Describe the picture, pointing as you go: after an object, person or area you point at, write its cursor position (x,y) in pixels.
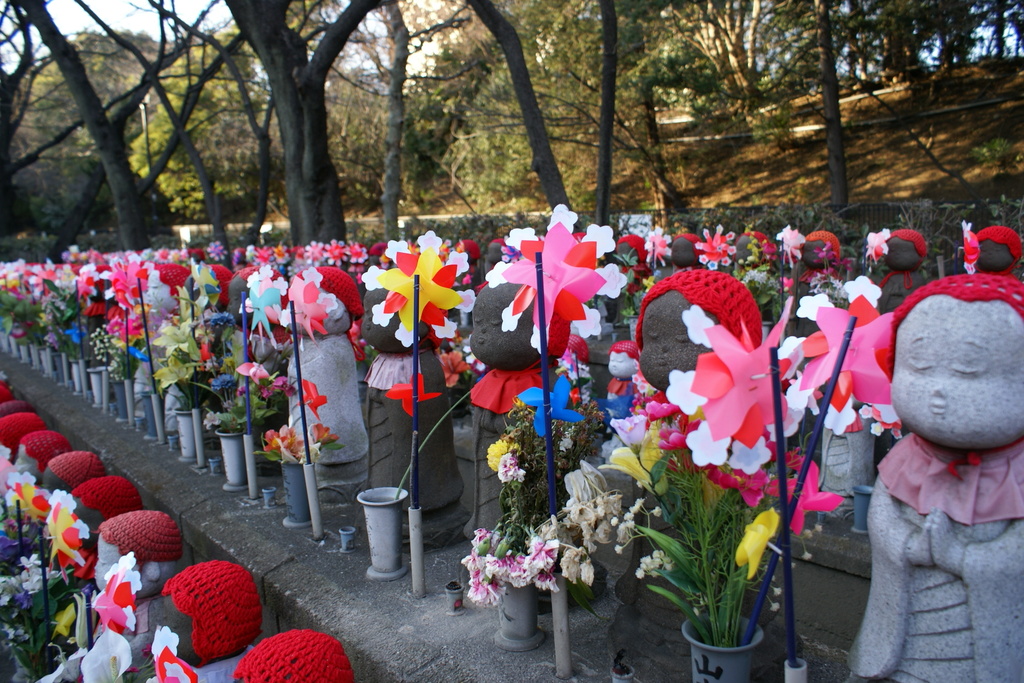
Here we can see statues (979,549) and flower vases (711,648). In the background (391,149) there are trees (323,90) and sky (139,31).
